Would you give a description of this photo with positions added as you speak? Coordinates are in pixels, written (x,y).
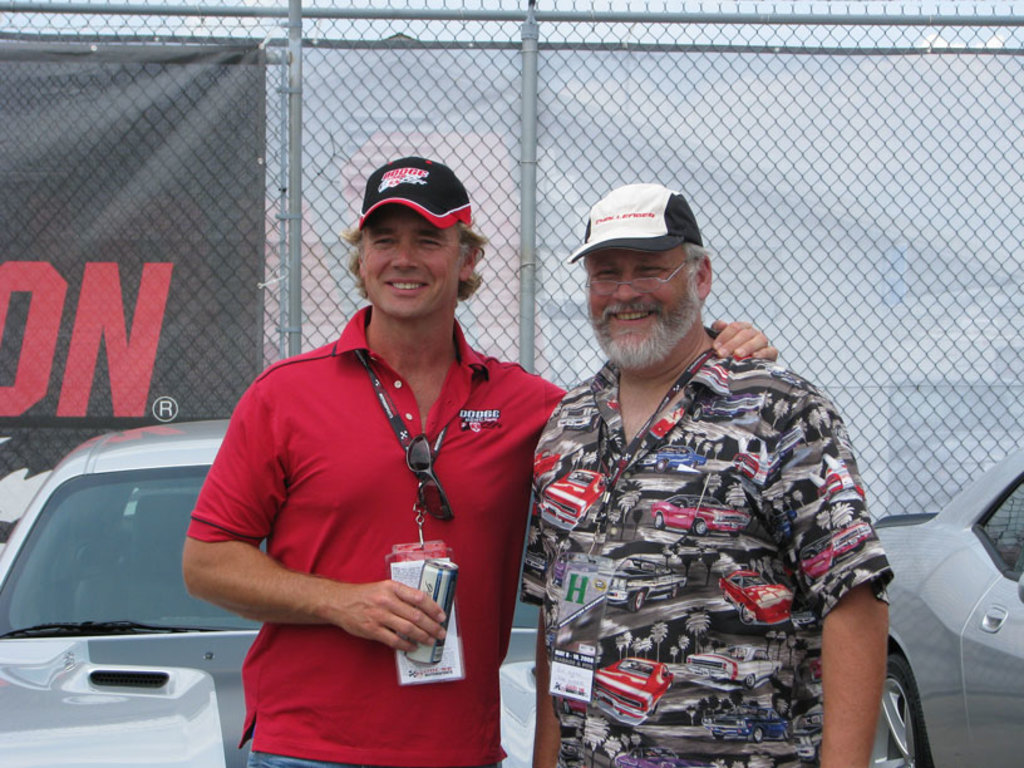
In this picture I can observe two men (609,448) standing on the land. Both of them are smiling and wearing caps (389,195) on their heads (412,283). Behind them there are some cars (153,539) parked. In the background (517,162) I can observe fence (517,162).
